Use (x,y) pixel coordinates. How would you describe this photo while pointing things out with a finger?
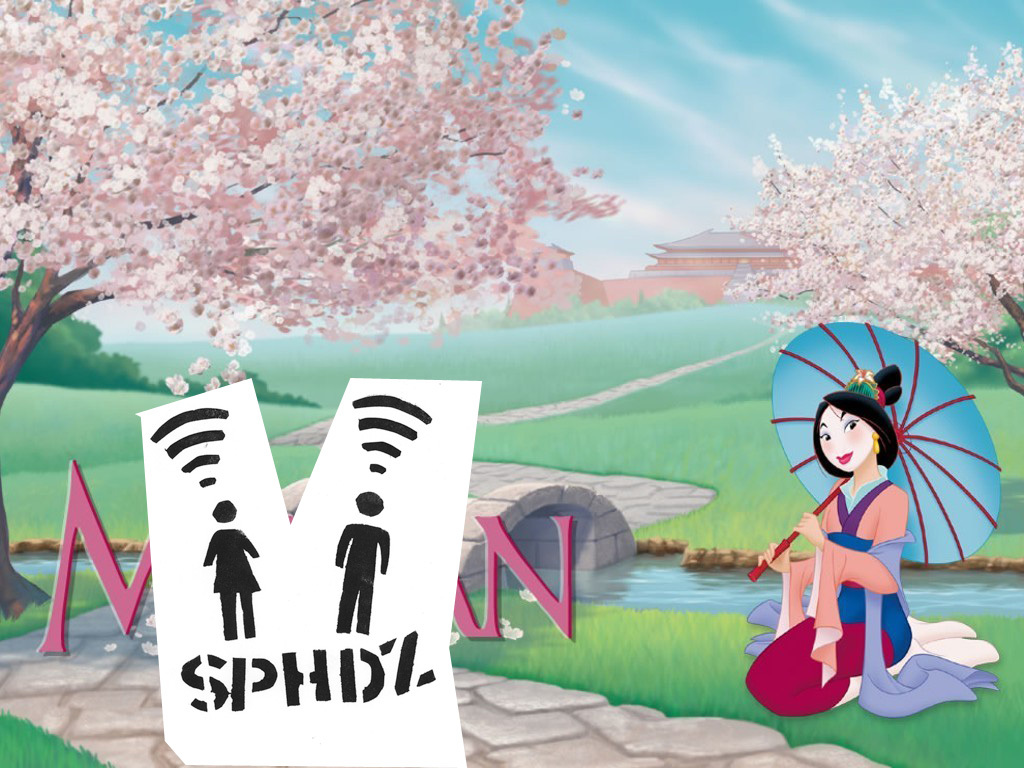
In this image we can see an animation picture. In this animation we can see sky (666,83) with clouds (620,68), trees (866,173) with flowers (260,132), buildings (563,264), grass (542,334), trees (69,334), foot over bridge (609,485), rocks (737,562), water (663,607), women (825,637) sitting on the ground (575,722) and holding an umbrella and information boards (334,586).
